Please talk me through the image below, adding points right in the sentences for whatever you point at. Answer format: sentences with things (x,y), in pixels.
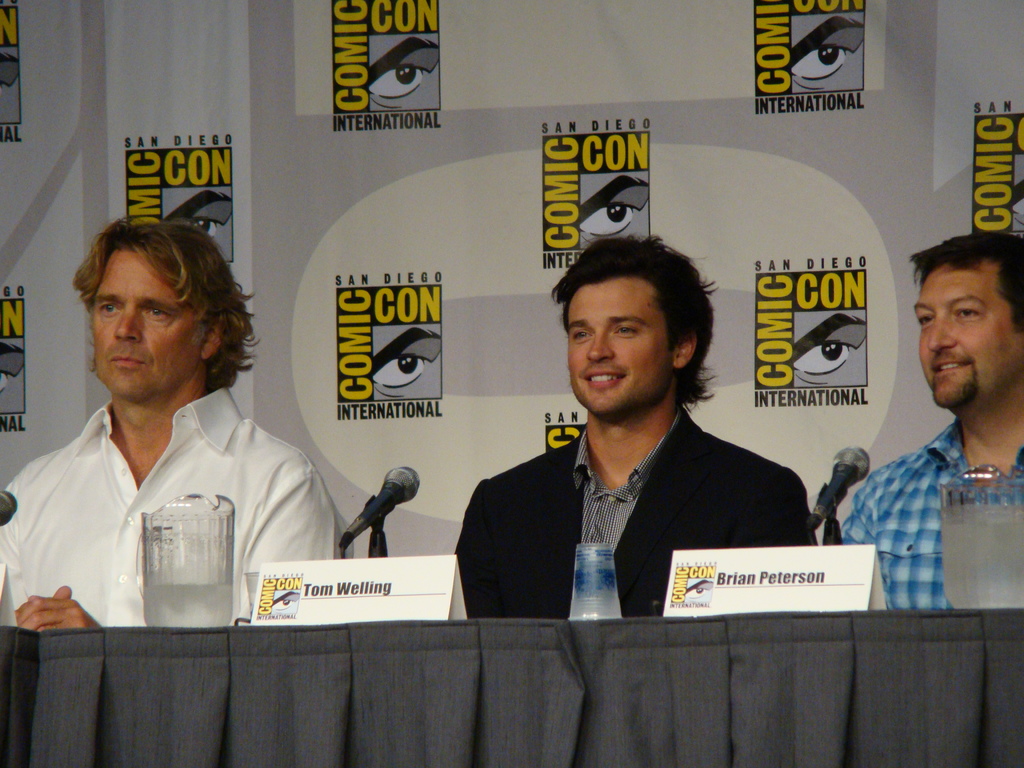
In this image we can see three persons (893,532) sitting and there is a table (528,621) in front of them and on the table (690,649) we can see few mics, boards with text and some other things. In the background (538,118), we can see a poster (418,331) with some text (543,131) and logos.
